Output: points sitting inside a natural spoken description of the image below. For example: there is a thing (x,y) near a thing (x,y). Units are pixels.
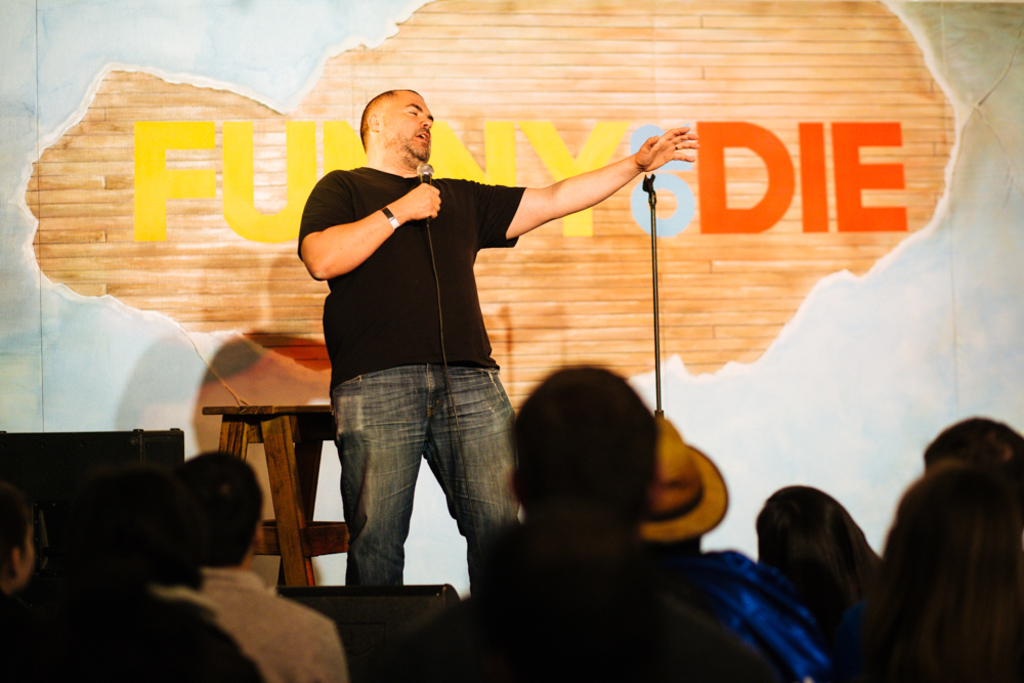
In this image we can see few people (526,591), a person (421,424) is standing and holding mic (426,183), there is a stand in front of the person (507,217), a stool (270,412) behind the person (421,332) and a black color object (84,465) looks like a speaker (134,447), there is a wall (118,426) with text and design (484,265) in the background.
